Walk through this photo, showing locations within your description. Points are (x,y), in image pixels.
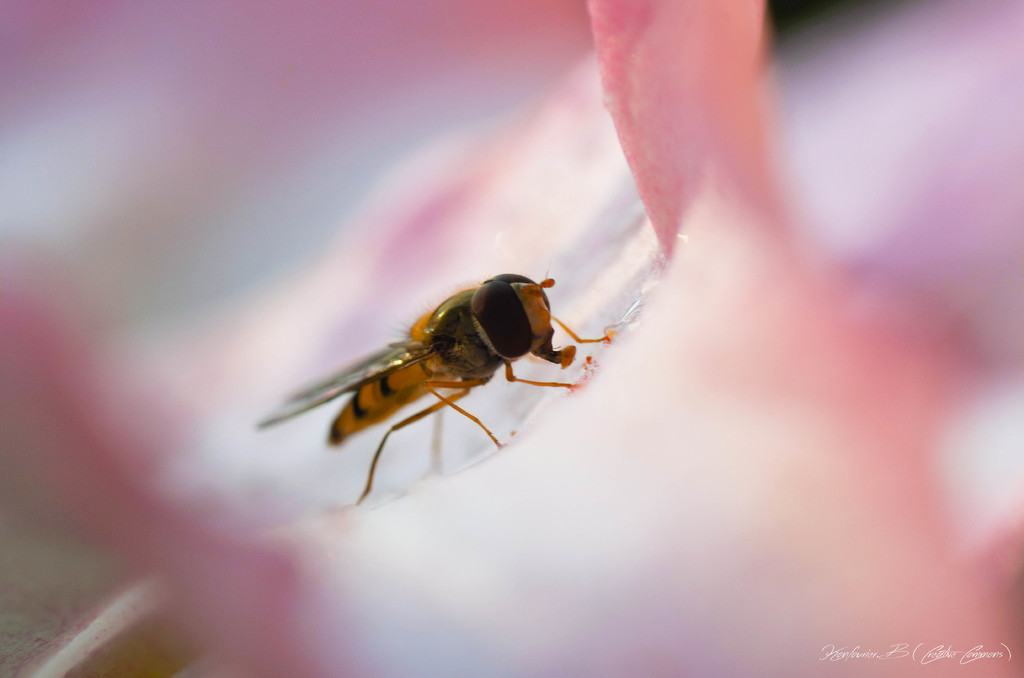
In this image we can see an insect (539,382) on the surface (311,442).
